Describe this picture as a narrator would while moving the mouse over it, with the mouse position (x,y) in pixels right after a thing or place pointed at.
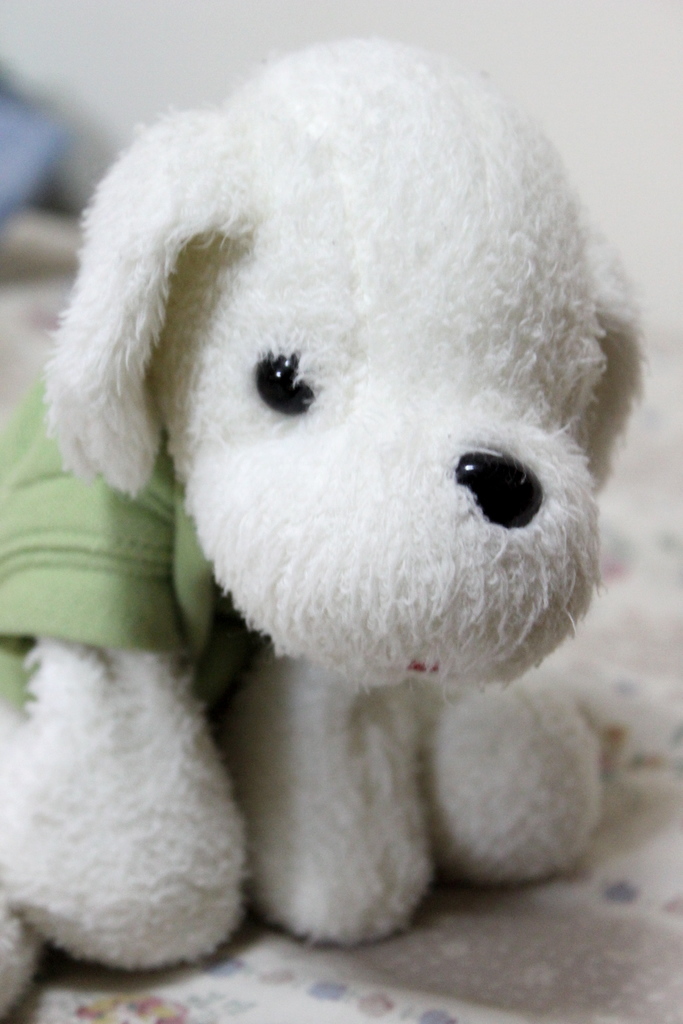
The picture consists of a toy (427,864), looking like a dog. The background (9,33) is blurred. In the foreground (395,991) there is a white cloth (468,947).
